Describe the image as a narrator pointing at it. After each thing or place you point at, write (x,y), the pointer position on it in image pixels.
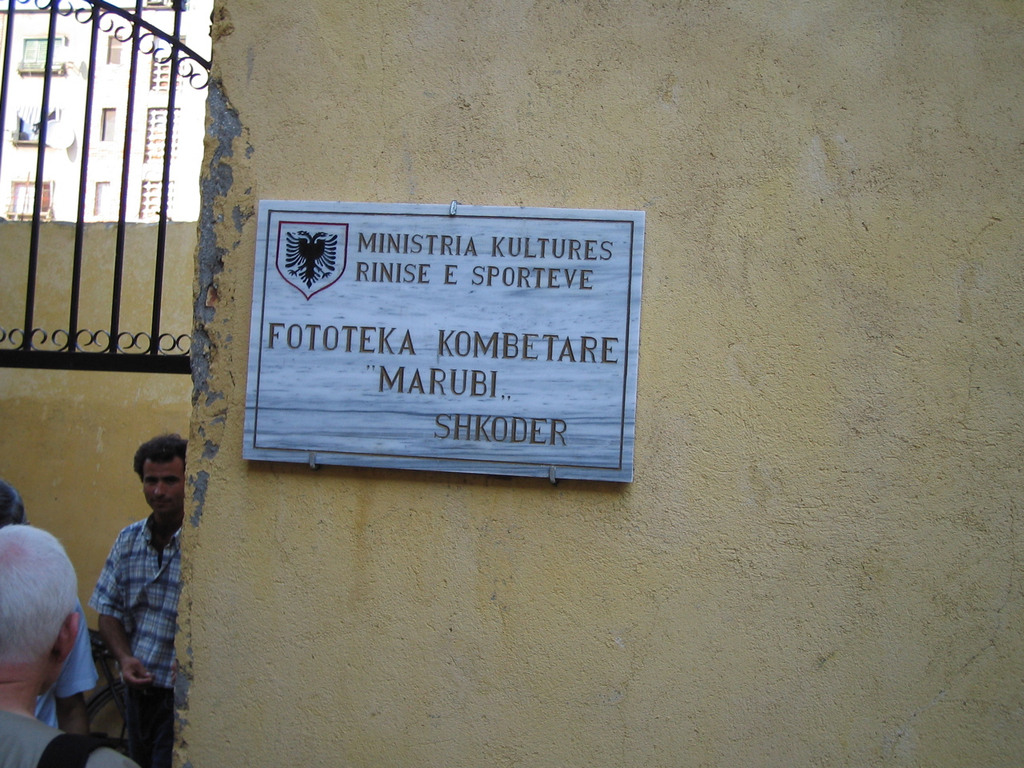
This image is taken outdoors. In the background (138,155) there is a building (138,155) with walls (142,167) and windows (155,142). In the middle of the image (362,504) there is a wall (379,174) and there is a board (451,320) with a text (534,284) on it on the wall (703,496). On the left side of the image (47,82) there is a railing (93,82). There are a few people (46,637) and there is a wall (87,565).
